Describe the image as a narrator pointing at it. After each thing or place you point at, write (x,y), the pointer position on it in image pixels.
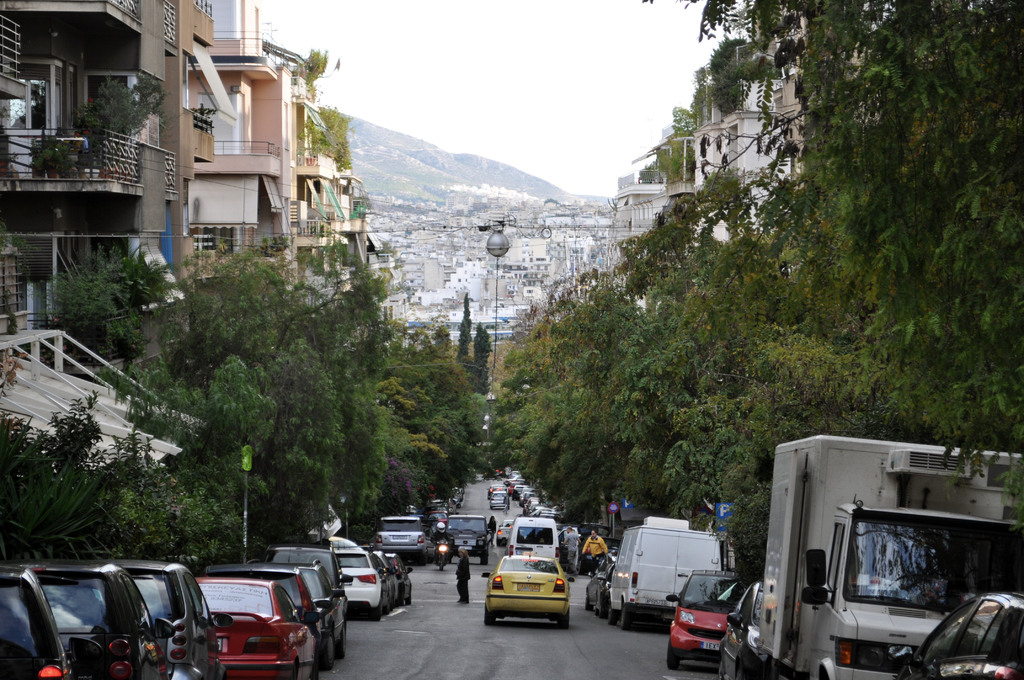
In this image we can see the vehicles (523,546) on the road (429,588). And we can see some people (439,524). And we can see the buildings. And we can see the hill (455,179). And we can see the lights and trees (600,292). And we can see the sky (537,110).
